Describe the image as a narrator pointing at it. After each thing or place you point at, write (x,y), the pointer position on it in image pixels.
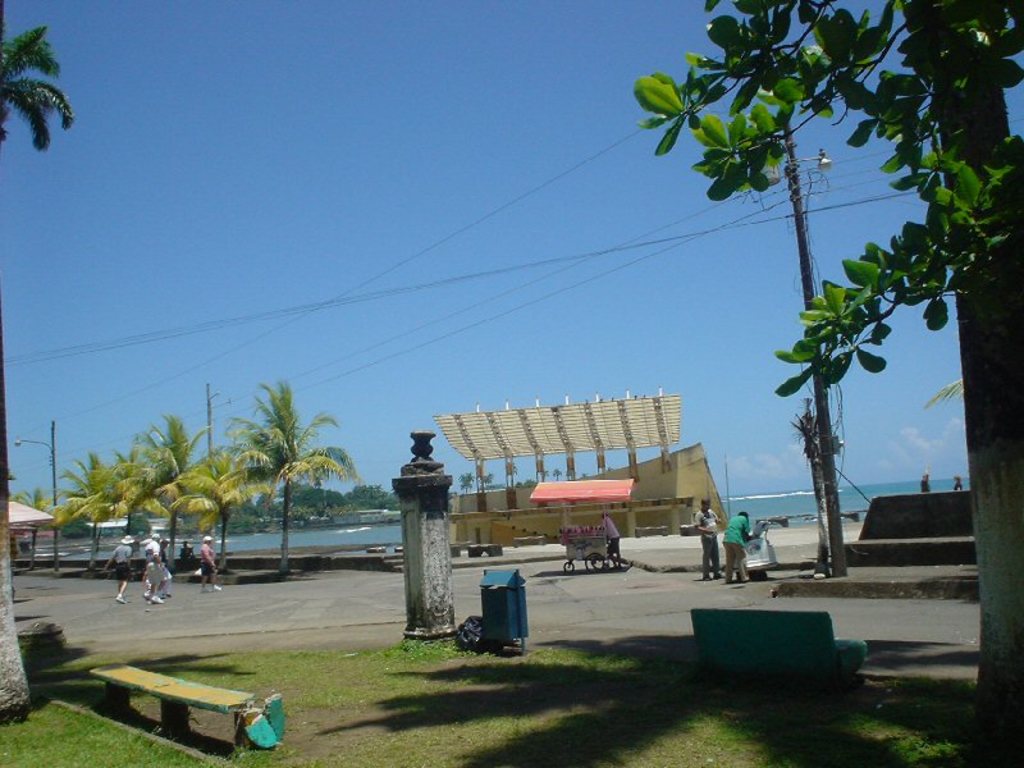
In this image I can see group of people (147,565) some are standing and some are walking. Background (850,223) I see an electric pole (801,219), trees (316,425) in green color, water (385,536) and sky (331,245) in blue color.
